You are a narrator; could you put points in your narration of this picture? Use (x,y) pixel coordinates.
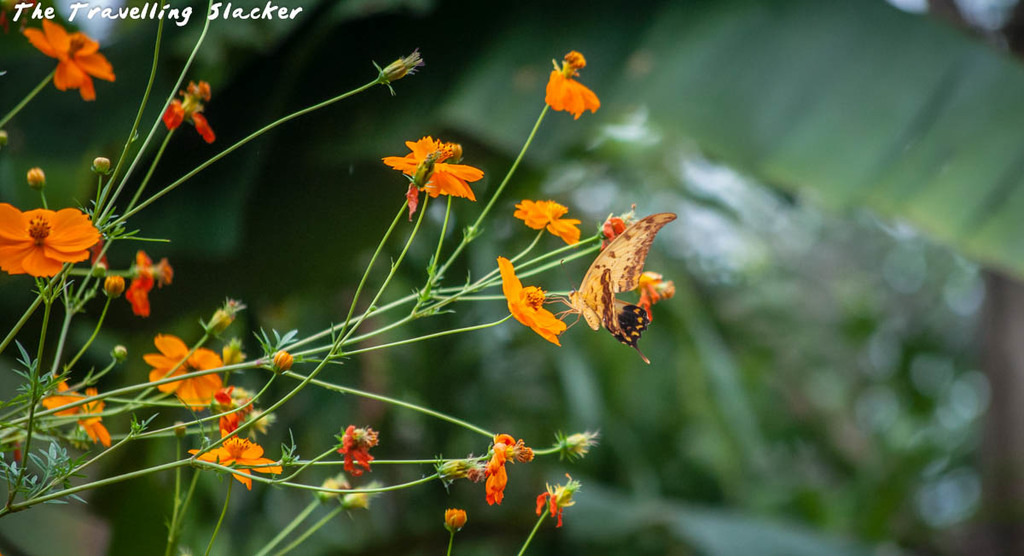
On the left (322,362) there is a plant (101,208) with flowers (81,225) and on a flower (547,311) there is a butterfly (586,301). In the background (399,139) the image is blur but we can see green leaves (815,64).
